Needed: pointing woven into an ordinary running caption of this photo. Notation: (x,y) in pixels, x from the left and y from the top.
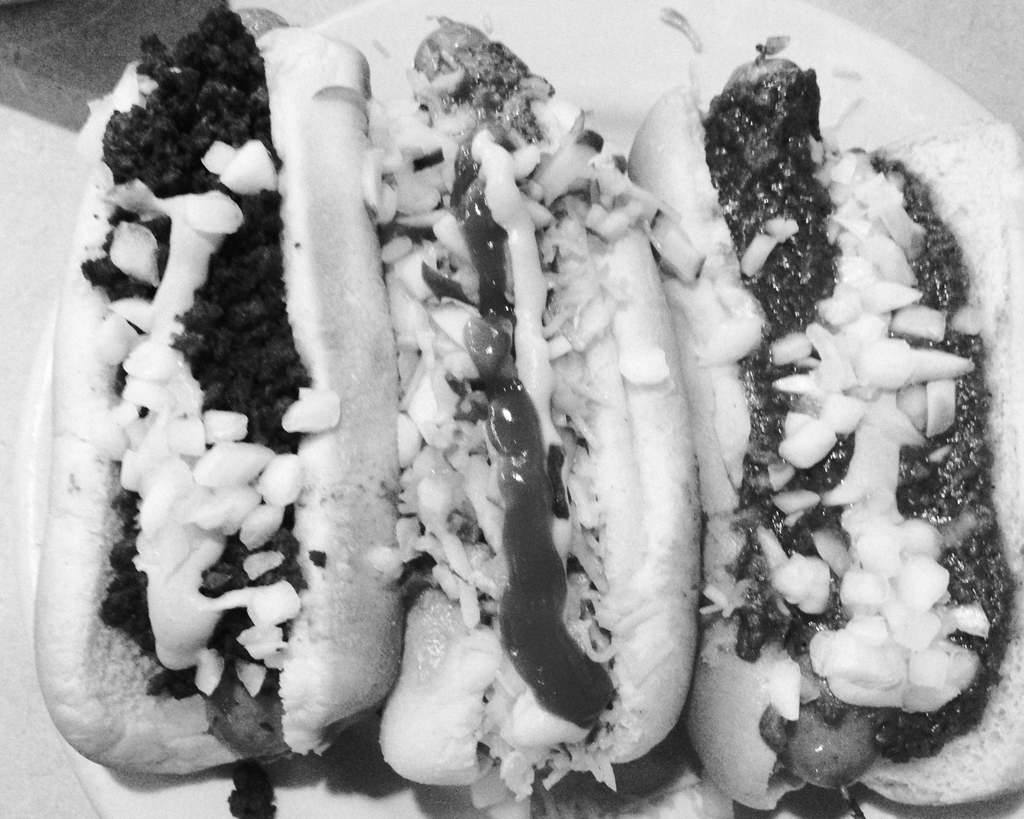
This image consists of sandwiches (655,417). In the middle (636,278), it looks like hot dog (587,276).
